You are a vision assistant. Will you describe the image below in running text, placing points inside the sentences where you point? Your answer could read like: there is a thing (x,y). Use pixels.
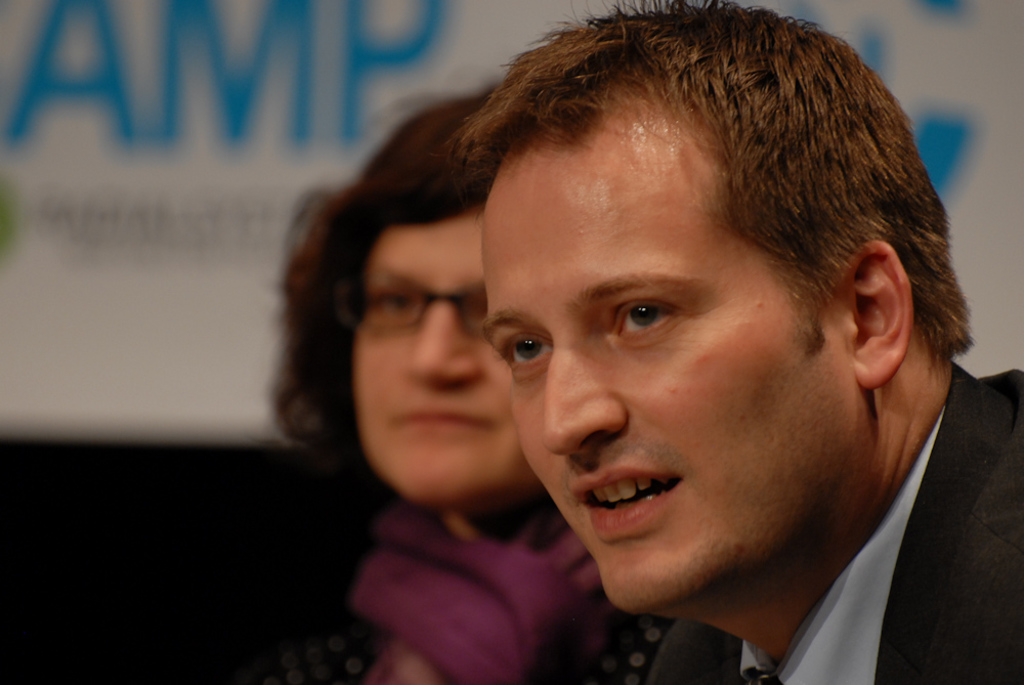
In the center of the image (509,293) we can see lady (448,396) and man (674,409) are present. In the background of the image (148,290) we can see a board (170,390).
